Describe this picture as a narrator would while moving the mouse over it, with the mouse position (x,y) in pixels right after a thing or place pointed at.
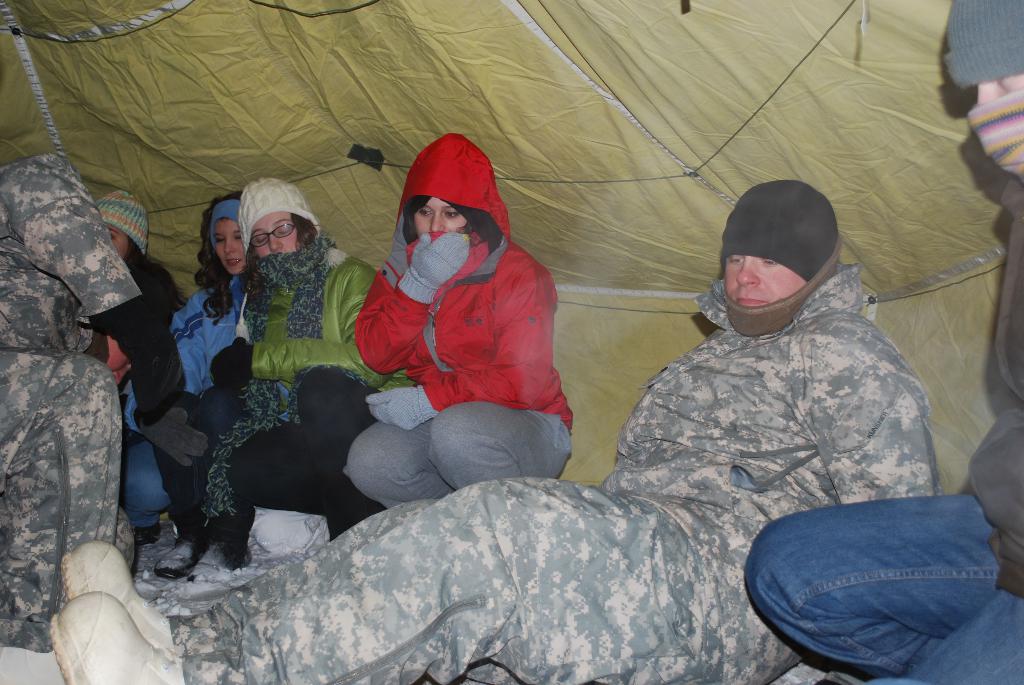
In this image we can see a group of people (559,458) wearing gloves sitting under a tent (577,457). In that some are sitting on their knees (346,471).
